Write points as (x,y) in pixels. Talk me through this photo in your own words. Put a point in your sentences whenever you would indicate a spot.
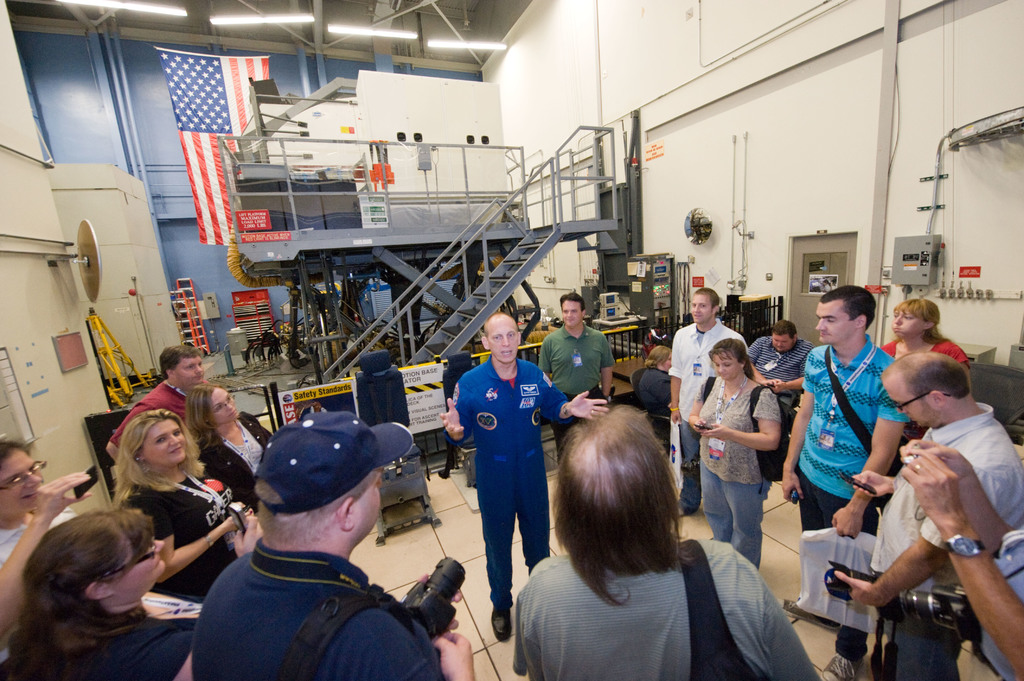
At the bottom (638,630) there are few persons (274,548) standing on the floor (479,599) and among them few are carrying bags (378,603) and holding cameras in their hands (459,646). In the background (481,310) we can see staircase (492,299), flag (170,48), metal objects (345,243), electronic devices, door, boards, lights (216,20) hanging to the roof top (426,55) and other objects (88,213).
